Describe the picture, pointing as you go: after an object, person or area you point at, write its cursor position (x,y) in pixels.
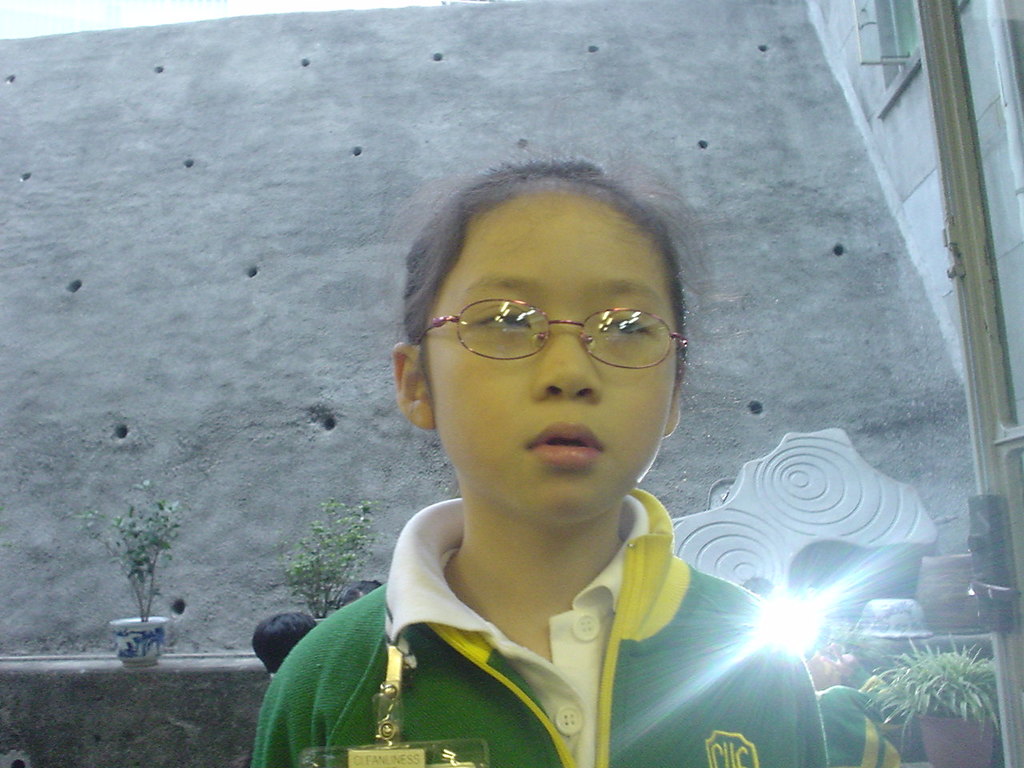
Here in this picture we can see a child (479,483) standing over a place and we can see spectacles (528,353) on her and behind her we can see other children (281,631) standing and we can see plants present here and there.
